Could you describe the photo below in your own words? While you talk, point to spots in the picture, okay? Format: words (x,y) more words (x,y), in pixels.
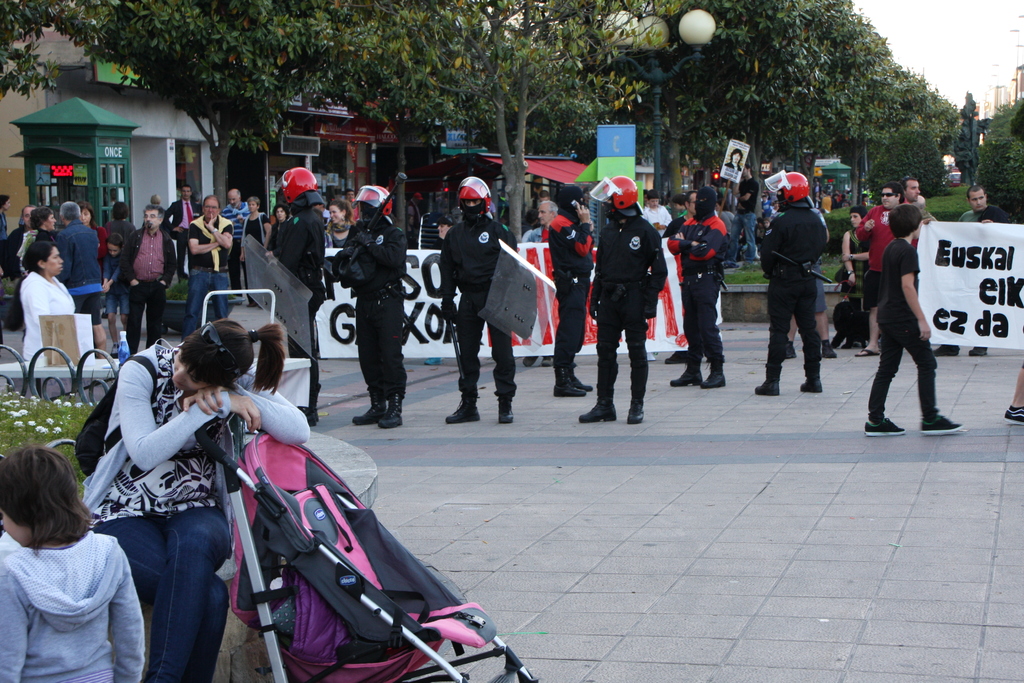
In this picture we can see a stroller (283,462), bag (96,428), flowers (27,402), banners (423,309), helmets (807,184), boards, booth (88,132), statue (960,152), trees (592,93) and some objects (81,322) and a group of people (640,325) standing on the ground (640,510) and some people (118,398) sitting and in the background (947,37) we can see the sky (983,54).
